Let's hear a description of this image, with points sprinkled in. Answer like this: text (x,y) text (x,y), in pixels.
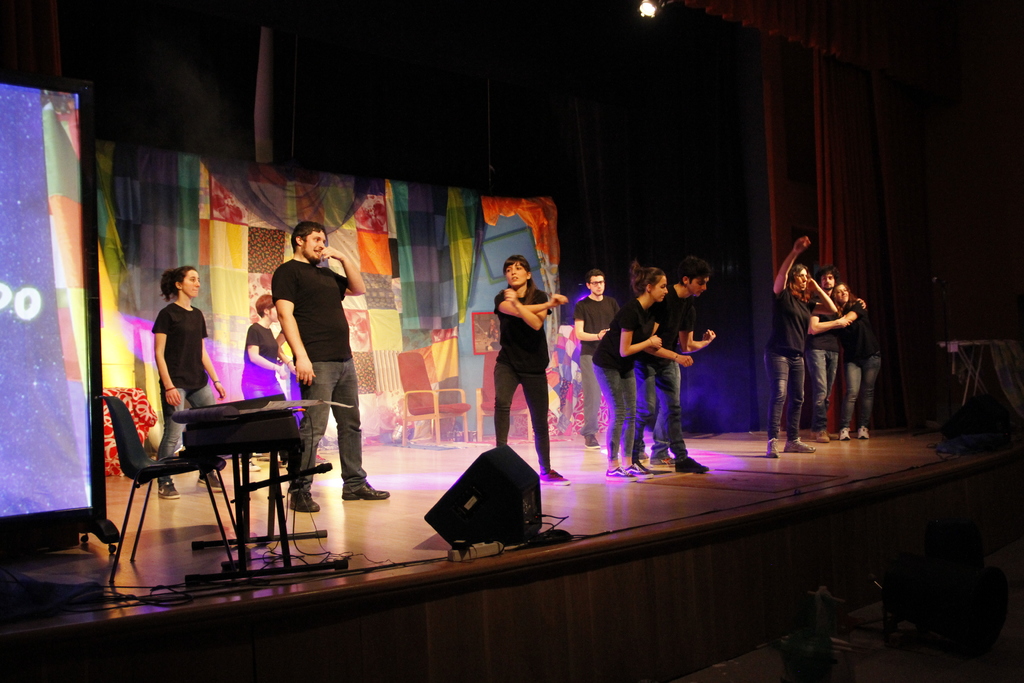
In the foreground of this image (468,654), there is a stage (525,641) on which there are persons (648,397) standing, few lights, table (244,484), chair (164,472), screen curtain (79,375), light (643,2) on the top (657,4) and the dark background (560,142).
